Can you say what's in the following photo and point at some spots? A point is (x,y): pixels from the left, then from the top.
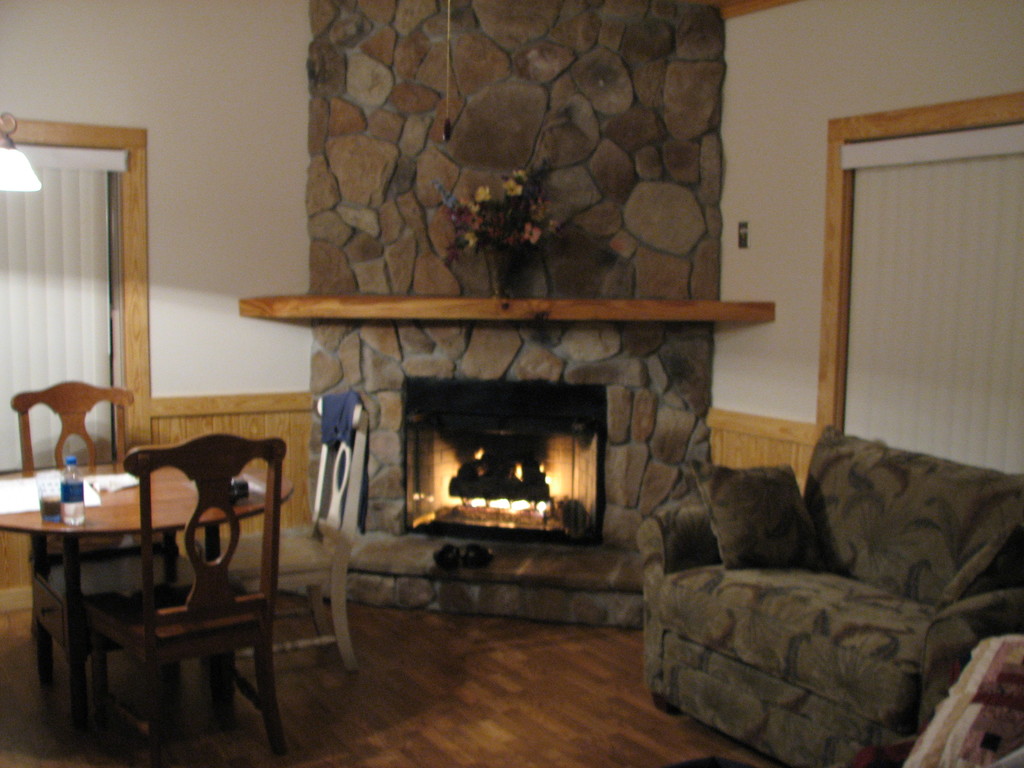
In this picture we can see table (116,497) and on table (130,500) bottle (67,489), glass (44,492), paper (31,489) beside to this table (178,502) chairs (224,500) here it is sofa (743,569) and pillow (780,496) on it and in background (568,178) we can see wall (351,179), window (57,192) with curtain (75,209), lamp (5,135), vase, flowers (500,228).
